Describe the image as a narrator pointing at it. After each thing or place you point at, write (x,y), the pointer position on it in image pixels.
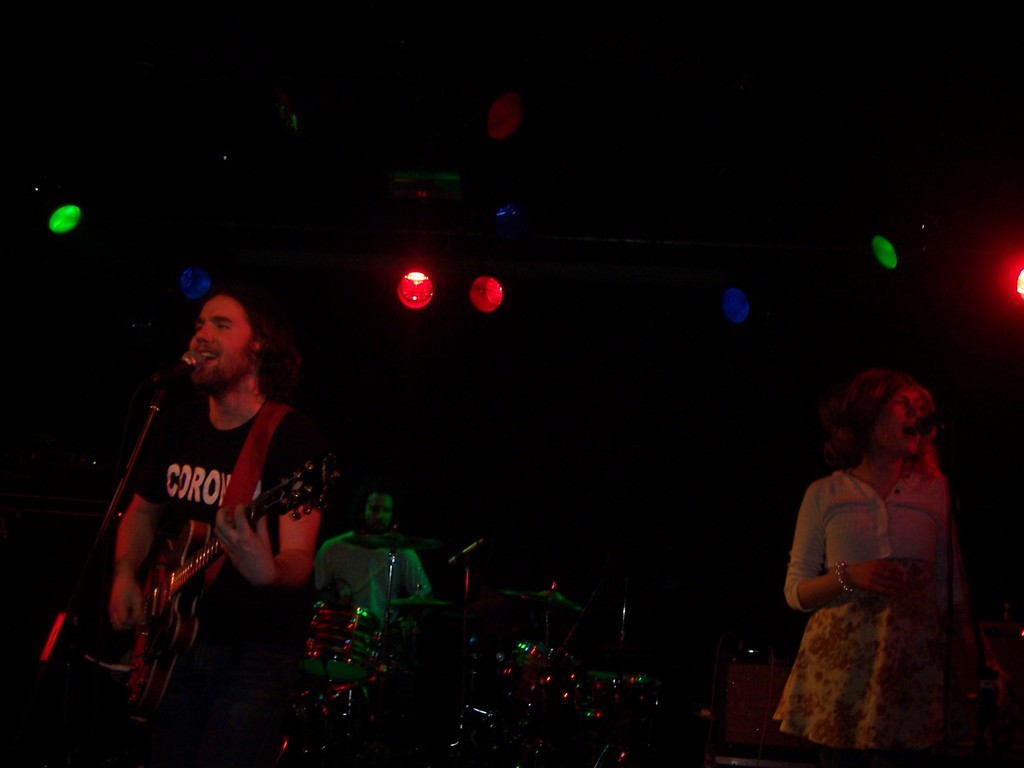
I can see a man (209,467) standing and singing a song while playing a guitar (169,606) at the left side of the image (169,622). At the right side of the image (883,535) I can see a woman (812,612) standing and singing a song. At background (422,594) I can see a man (380,606) playing drums (538,694). These are the show lights (422,305) which is red in color, green, blue in color. This is a mike (189,367) with the mike stand (88,558).
